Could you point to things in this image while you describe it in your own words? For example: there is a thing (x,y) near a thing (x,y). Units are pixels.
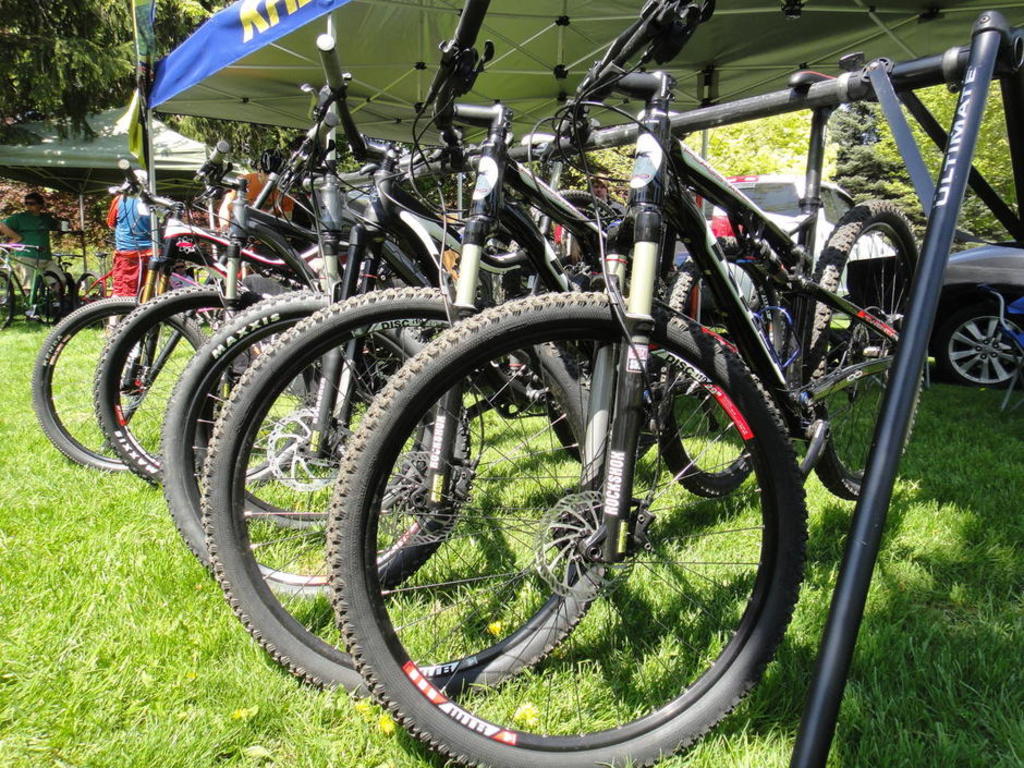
In the picture I can see some tents (414,50), inside the tents (419,65) we can see so many bicycles (350,292) are parked and few people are on the grass (844,435), behind we can see vehicle (804,184) is parked, around we can see some trees (204,122).
